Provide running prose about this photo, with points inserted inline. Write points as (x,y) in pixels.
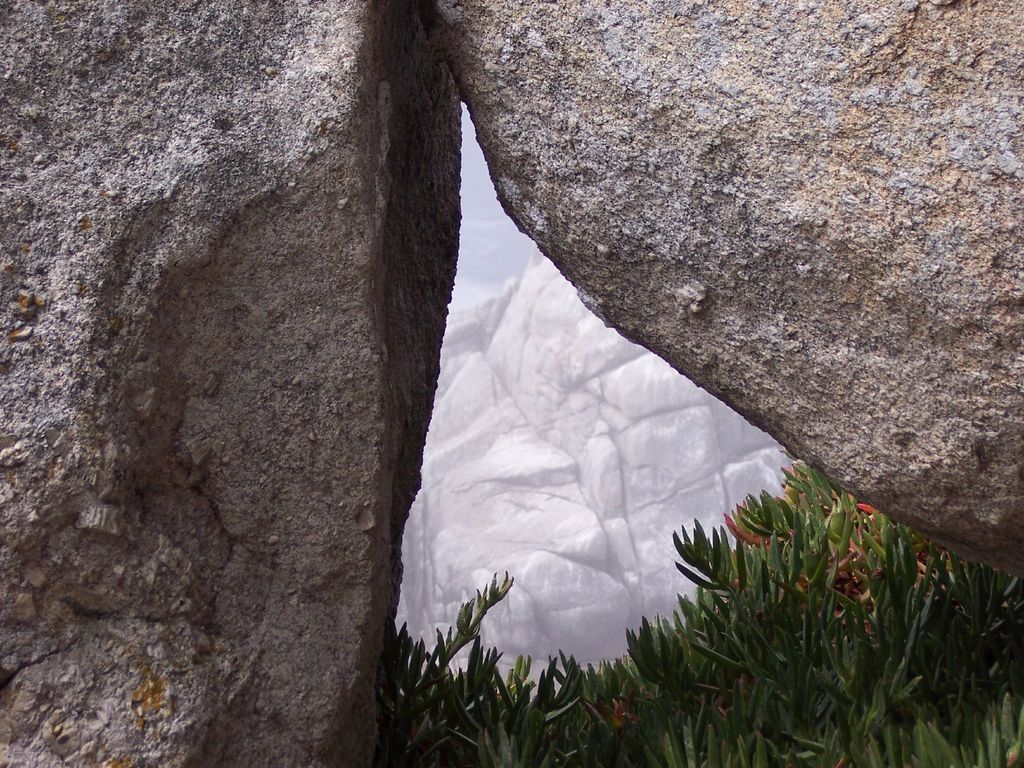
In this picture we can see few plants (673,667) and rocks (510,414).
